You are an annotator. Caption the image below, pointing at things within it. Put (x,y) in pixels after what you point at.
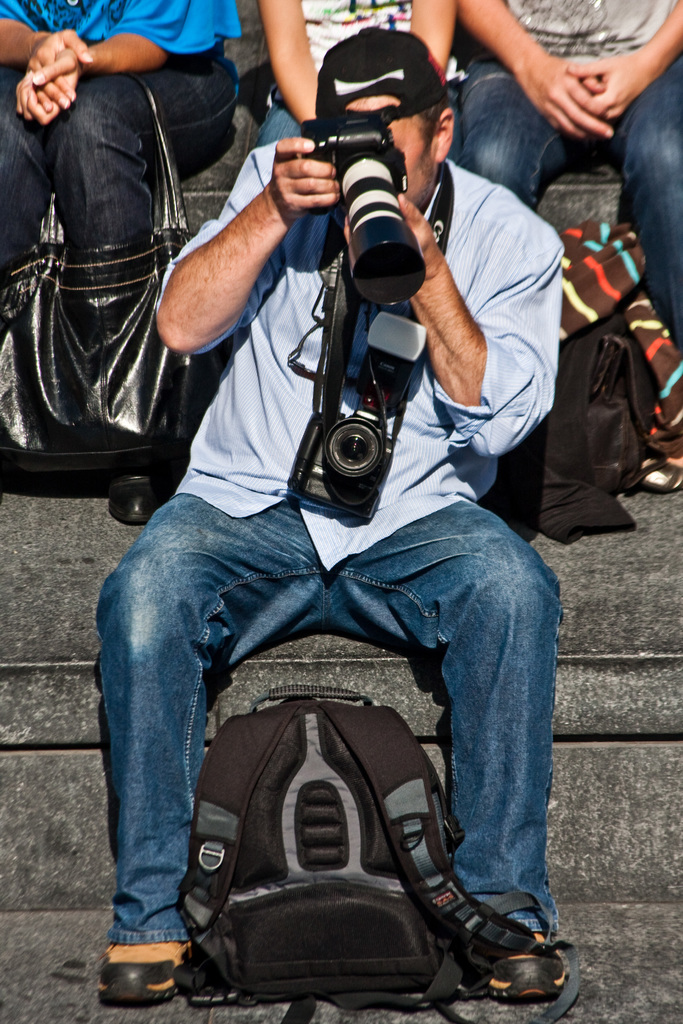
This picture shows a man (369,87) Seated on the stairs (34,696) -by holding a camera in his hand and we see a backpack (272,799).
